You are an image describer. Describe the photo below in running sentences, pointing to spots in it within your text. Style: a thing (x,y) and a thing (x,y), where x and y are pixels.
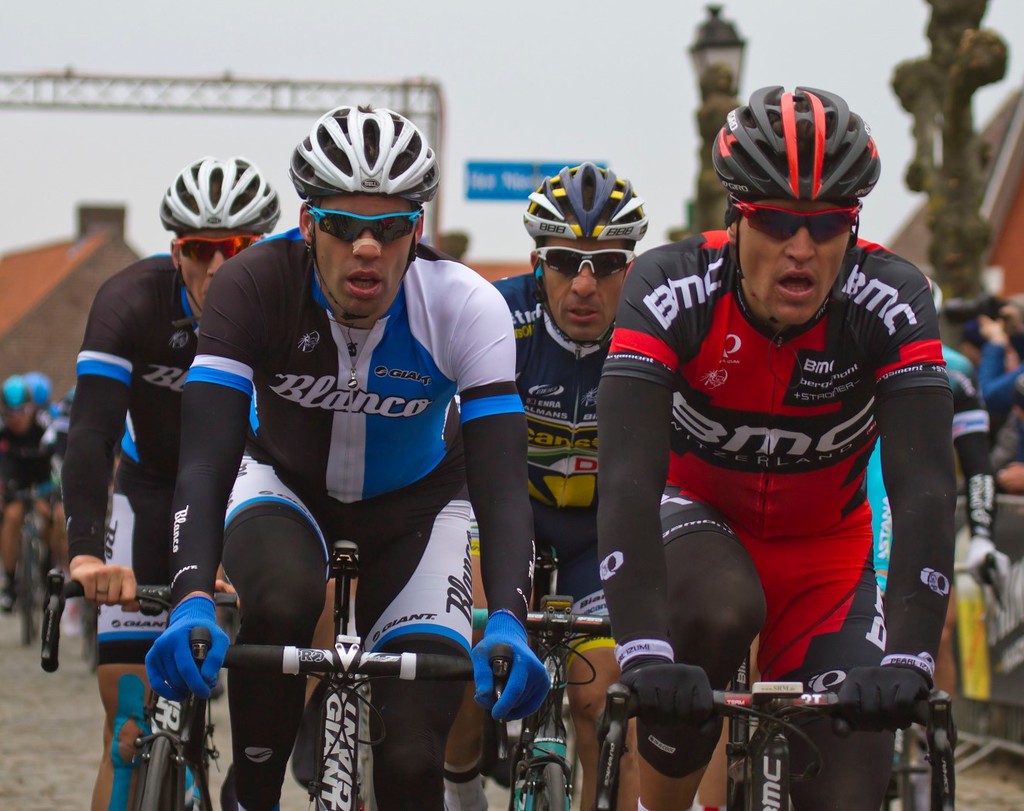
In the foreground of the picture (483,408) there are people (292,607) riding bicycles (829,700). In the background (1007,120) there are street lights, people (1014,334), railing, buildings (70,255), name boards (508,178) and people (38,400) riding bicycles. Sky (545,78) is cloudy.
